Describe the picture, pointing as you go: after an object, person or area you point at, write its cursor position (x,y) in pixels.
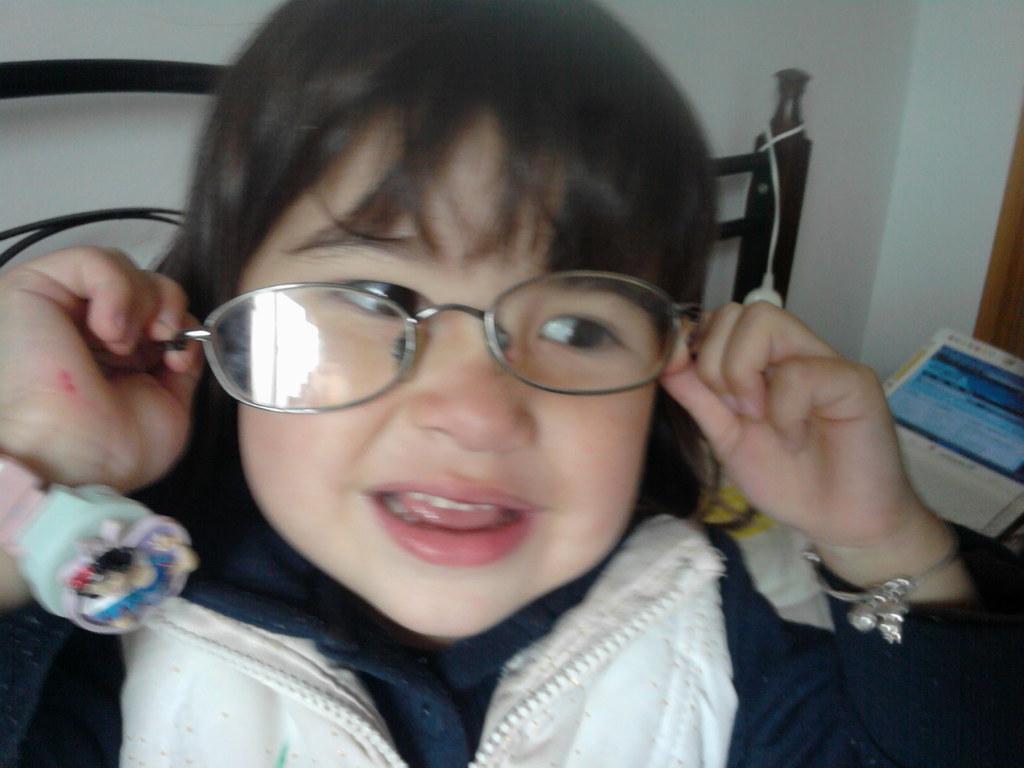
In this picture we can see a kid (477,500) in the front (477,499), this kid (478,491) wore spectacles (323,311), it looks like a book (987,467) on the right side (988,482), in the background (900,118) there is a wall (883,130).
